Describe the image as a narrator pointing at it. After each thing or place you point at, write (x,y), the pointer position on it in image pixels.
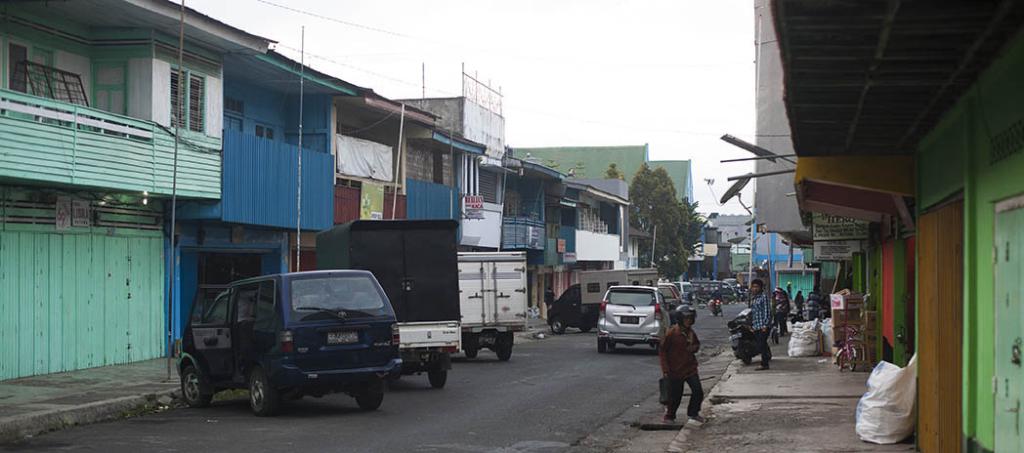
The picture is clicked outside a street (423,417). In the center of the picture (522,282) there are vehicles (586,325), people (790,301) and other objects (742,183). In the picture there are houses (547,196), trees (664,224) and other objects (800,198). Sky (624,75) is cloudy.
